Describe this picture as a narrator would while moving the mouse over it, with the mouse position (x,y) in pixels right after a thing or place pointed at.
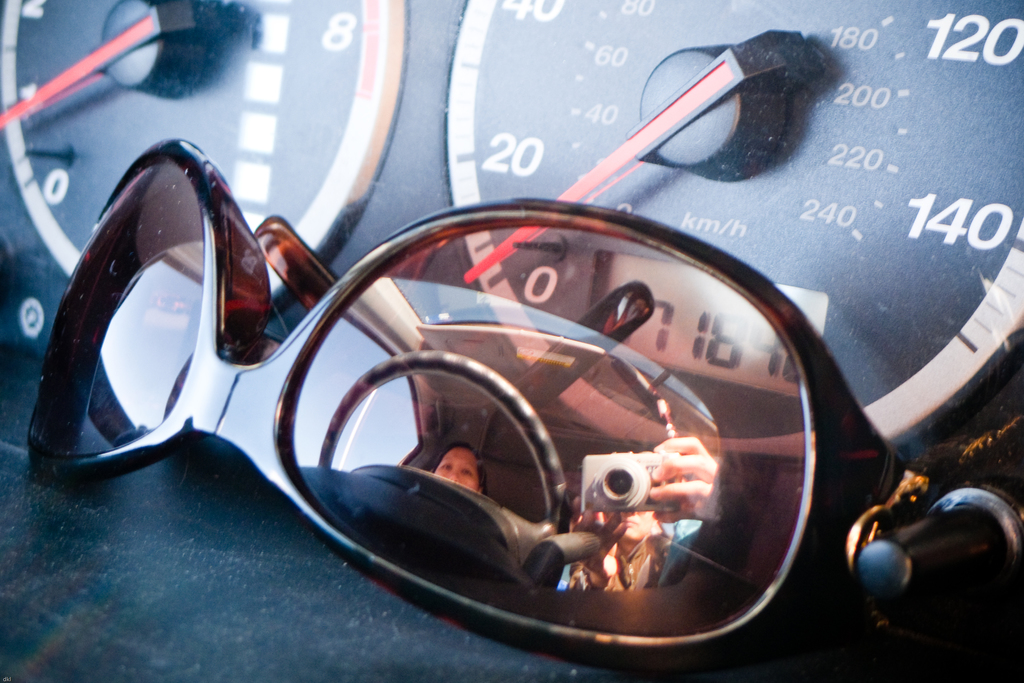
In this image, we can see sunglasses (422,303) in front of speedometers (548,90). There are persons reflections (601,518) on sunglasses (567,448).
